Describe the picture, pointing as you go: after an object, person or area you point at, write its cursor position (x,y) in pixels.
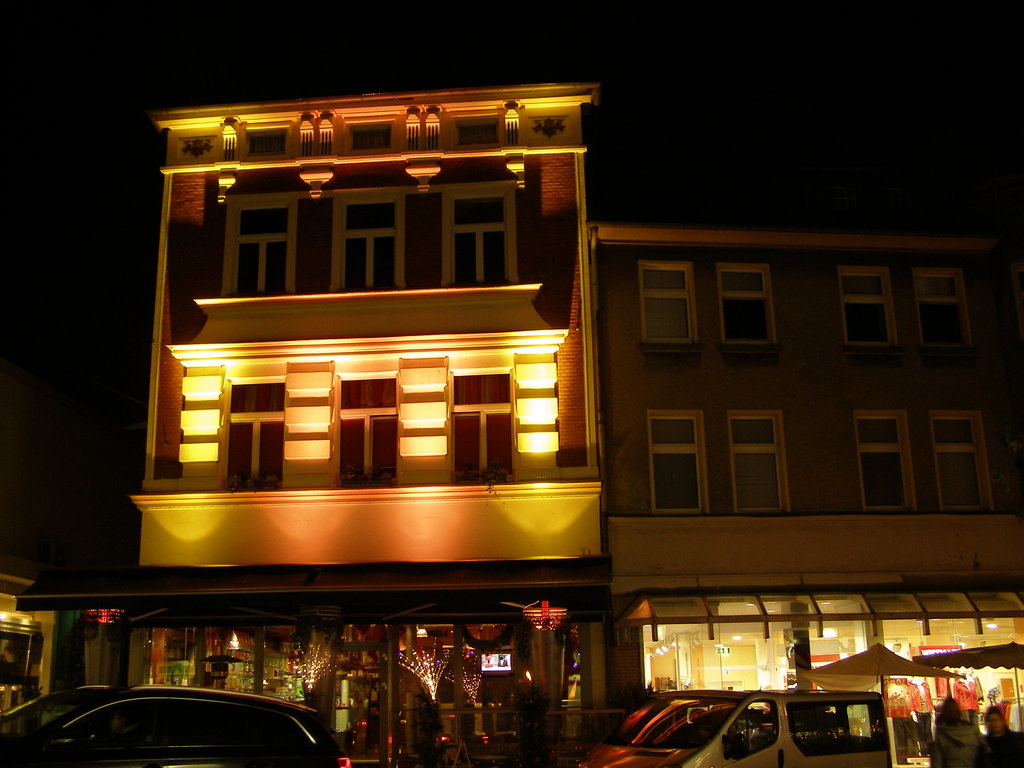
In this image we can see buildings (476,379) with windows (745,294), stores (489,720), vehicles (132,755) and we can also see the dark background (872,29).
